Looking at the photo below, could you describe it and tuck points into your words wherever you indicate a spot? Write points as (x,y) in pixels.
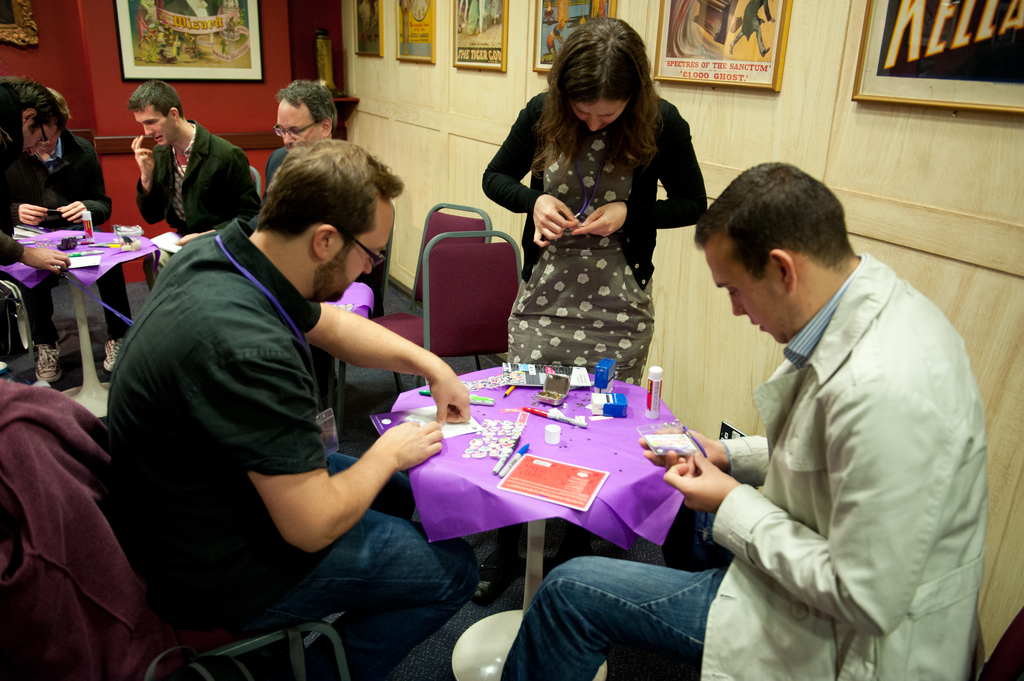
As we can see in the image there is a wall (407,126). On wall (403,95) there are posters (403,35) and few people (241,213) sitting over here on chairs (38,475) and there is a table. On table (419,506) there are papers (461,432), pens (509,450) and small bottle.
